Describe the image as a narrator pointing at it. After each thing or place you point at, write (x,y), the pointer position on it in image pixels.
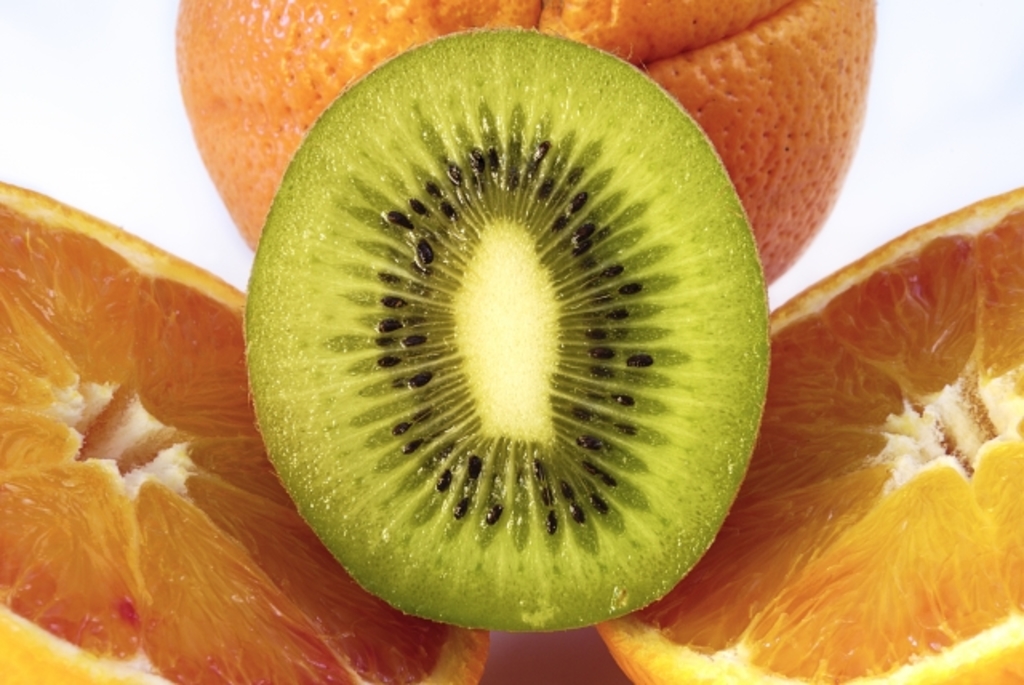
In this picture I can see a orange (517,10) and two halves (621,633) of another orange (835,539) and a piece of kiwi fruit (356,314).
